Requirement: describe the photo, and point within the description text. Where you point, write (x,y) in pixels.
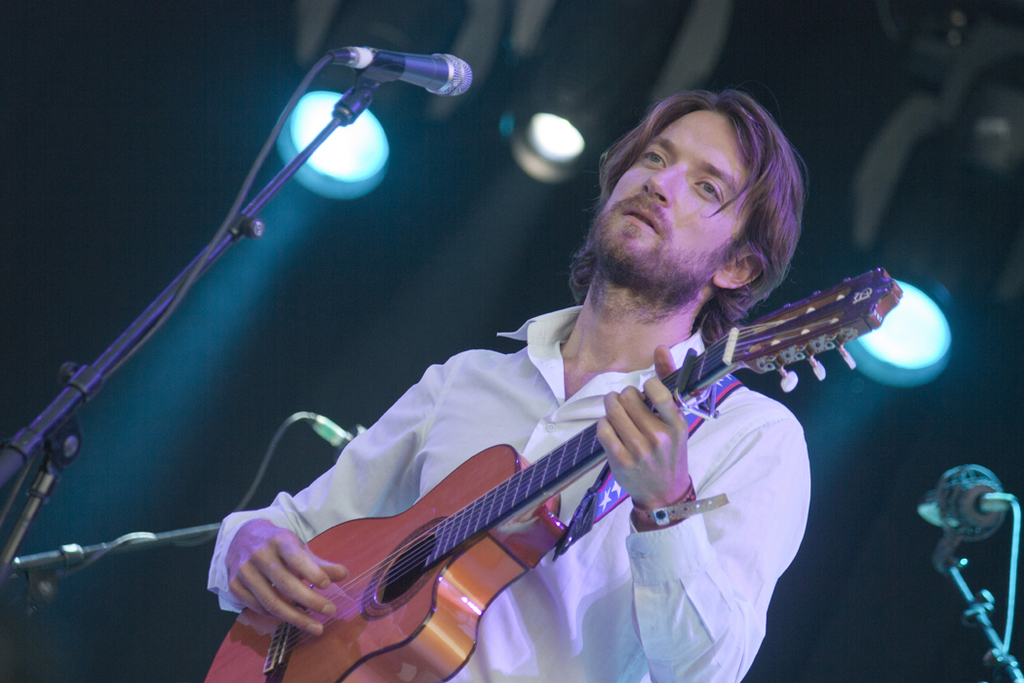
Here we can see a man (325,577) playing a guitar (476,543) with microphone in front of him and behind him there are lights (333,154).
